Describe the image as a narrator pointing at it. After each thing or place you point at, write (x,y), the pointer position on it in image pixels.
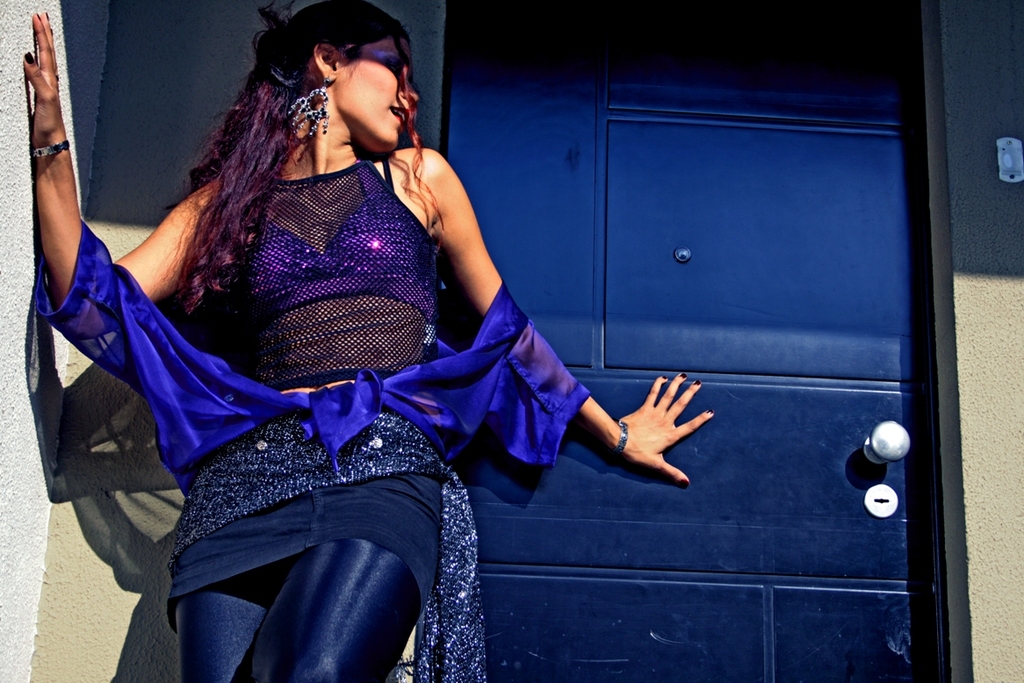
In this image I can see the person (313,476) wearing the blue color dress (326,311). In the background (579,122) I can see the door (494,194) and the wall (425,113).
